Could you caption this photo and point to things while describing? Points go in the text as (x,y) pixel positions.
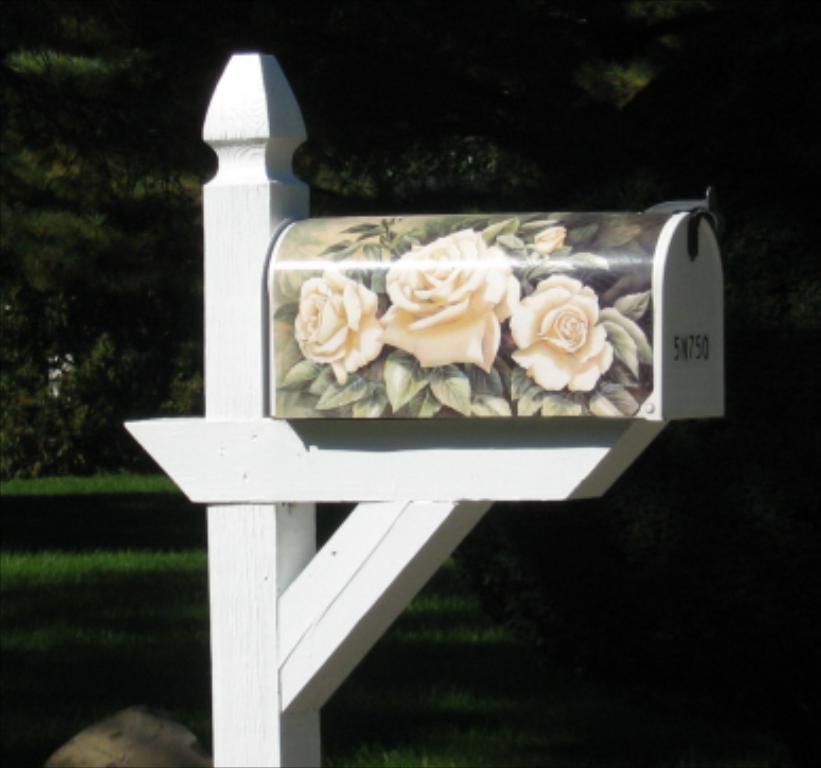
Here we can see a metal box (537,363) with flowers poster (483,309) on it on a wooden platform (311,736). In the background (158,312) there are trees (54,74) and grass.
